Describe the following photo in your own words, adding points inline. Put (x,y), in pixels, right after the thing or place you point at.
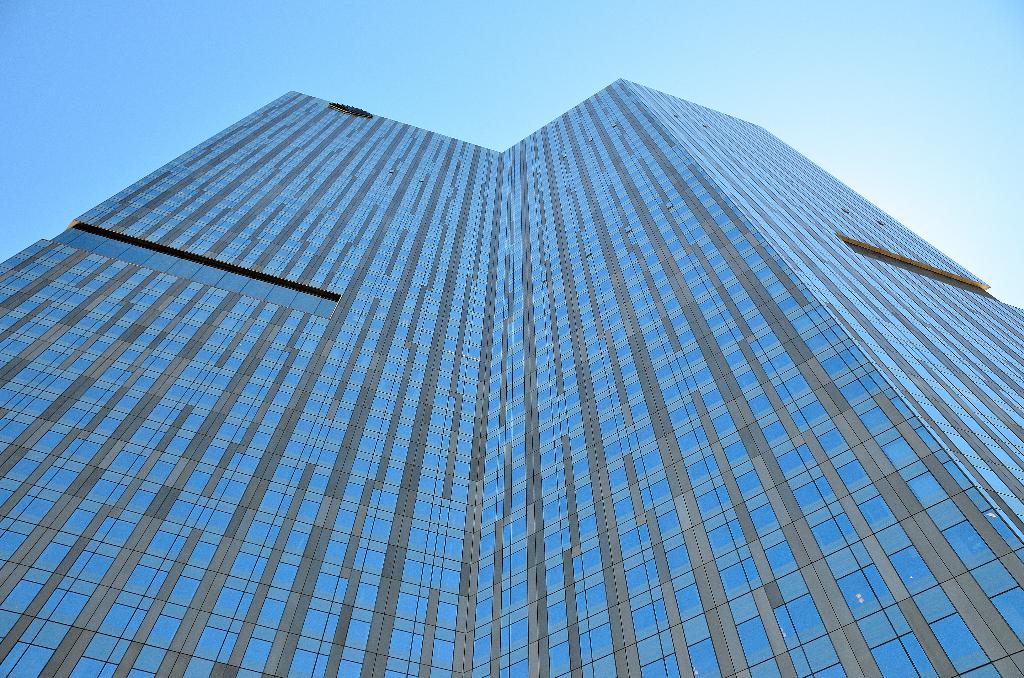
In this image in the center (381,417) there is a building (712,301), and at the top (646,26) there is sky (529,17).
